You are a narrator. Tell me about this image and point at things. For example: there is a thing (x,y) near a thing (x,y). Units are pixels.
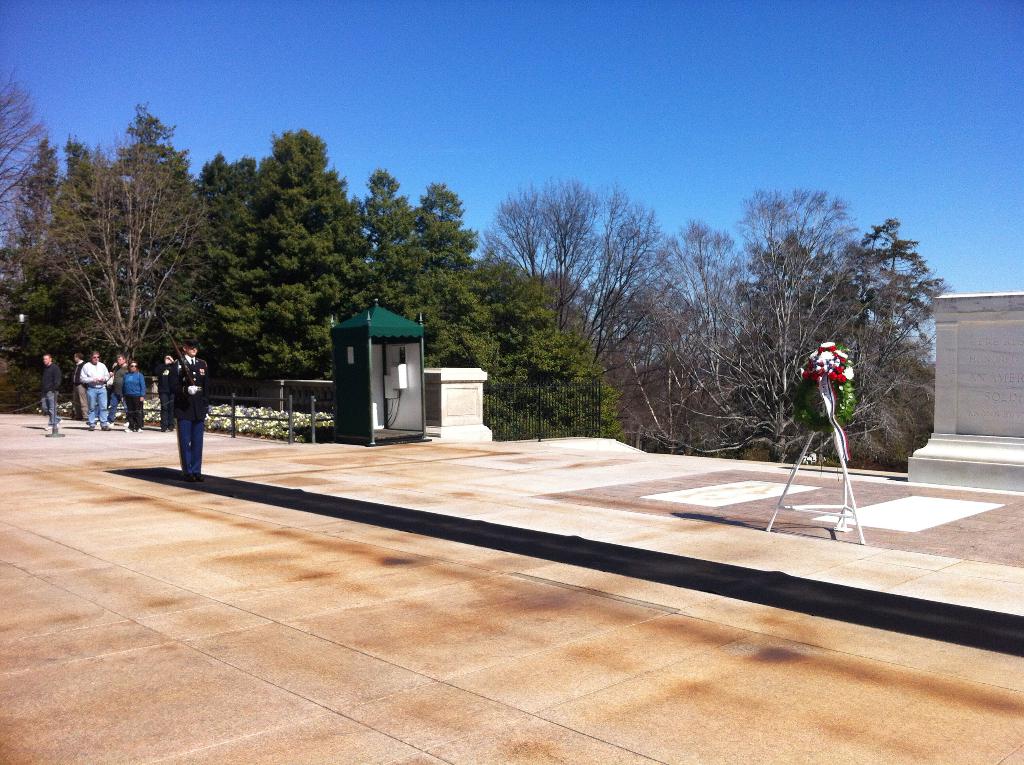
In this picture on the left side (200,406) there is a person (185,406) standing. In the background (290,338) there are trees (255,286), there are persons (107,381), there is a railing (288,388) and there is a wall (465,395) and there is an object (359,375) which is green in colour. On the right side (842,386) there are flowers (827,421) on the stand (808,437) and there is a wall (968,369).
